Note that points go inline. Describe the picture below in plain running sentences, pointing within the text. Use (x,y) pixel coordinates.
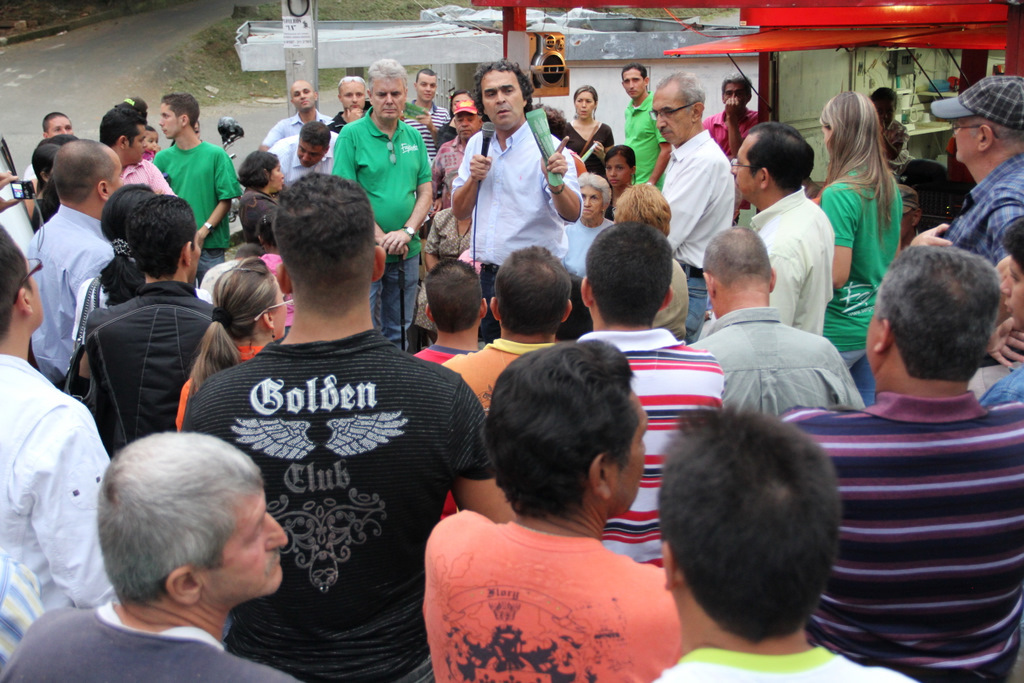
There is a crowd (618,446). Person (484,322) in the center (519,242) wearing white shirt (519,185) is holding paper (548,153) and mic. In the background (314,55) there is a road (132,70), pole (305,58) and speaker (552,51). Also there are buildings (797,46).
